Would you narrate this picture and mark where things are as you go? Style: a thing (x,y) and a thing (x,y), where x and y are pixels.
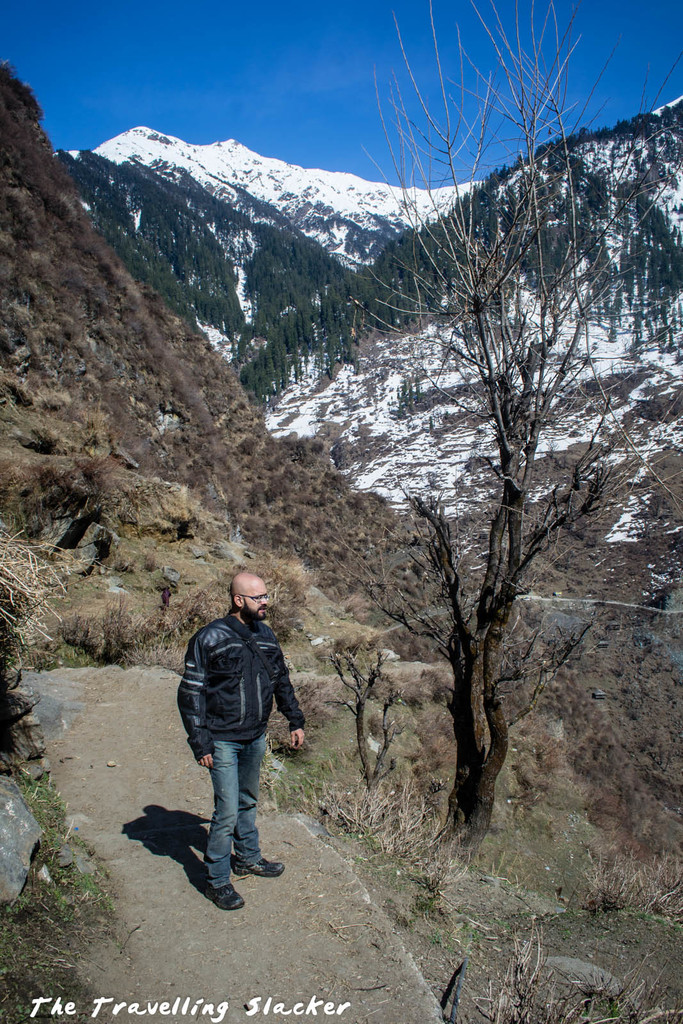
In the foreground of the image (229,632) we can see a person (263,747) standing on the ground (117,865). In the background (216,612), we can see group of plants (412,792), trees (547,215), mountains (273,239) and the sky (201,62). At the bottom (313,1004) we can see some text (232,1002).
